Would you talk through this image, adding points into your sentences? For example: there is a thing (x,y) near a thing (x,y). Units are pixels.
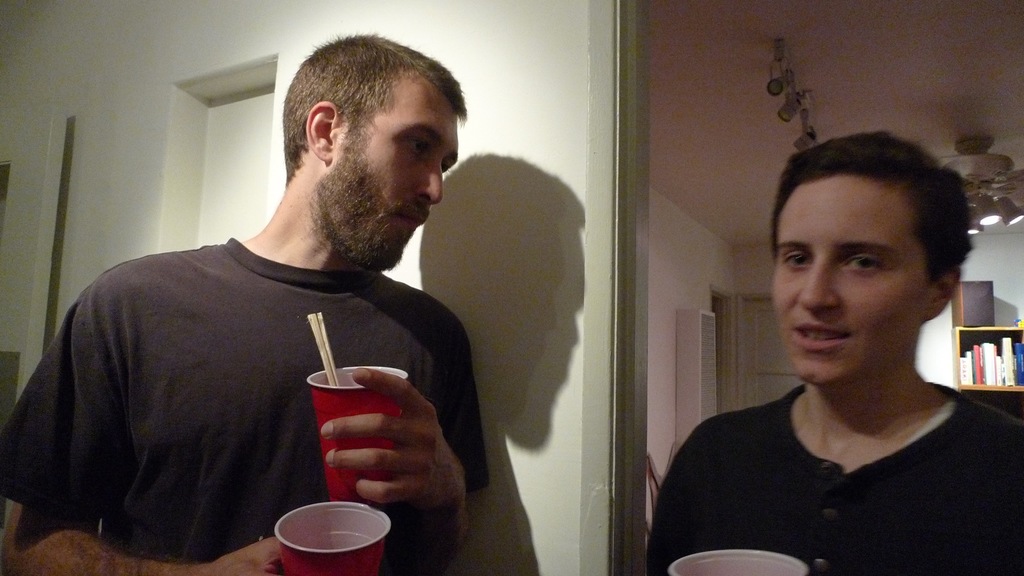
In this image, we can see two people (873,440). Here a person (392,431) is holding glasses (325,542). Background (535,329) there is a wall (526,293), lights (782,82). Right side of the image (1003,354), we can see few books (981,357) in a rack (959,342).
